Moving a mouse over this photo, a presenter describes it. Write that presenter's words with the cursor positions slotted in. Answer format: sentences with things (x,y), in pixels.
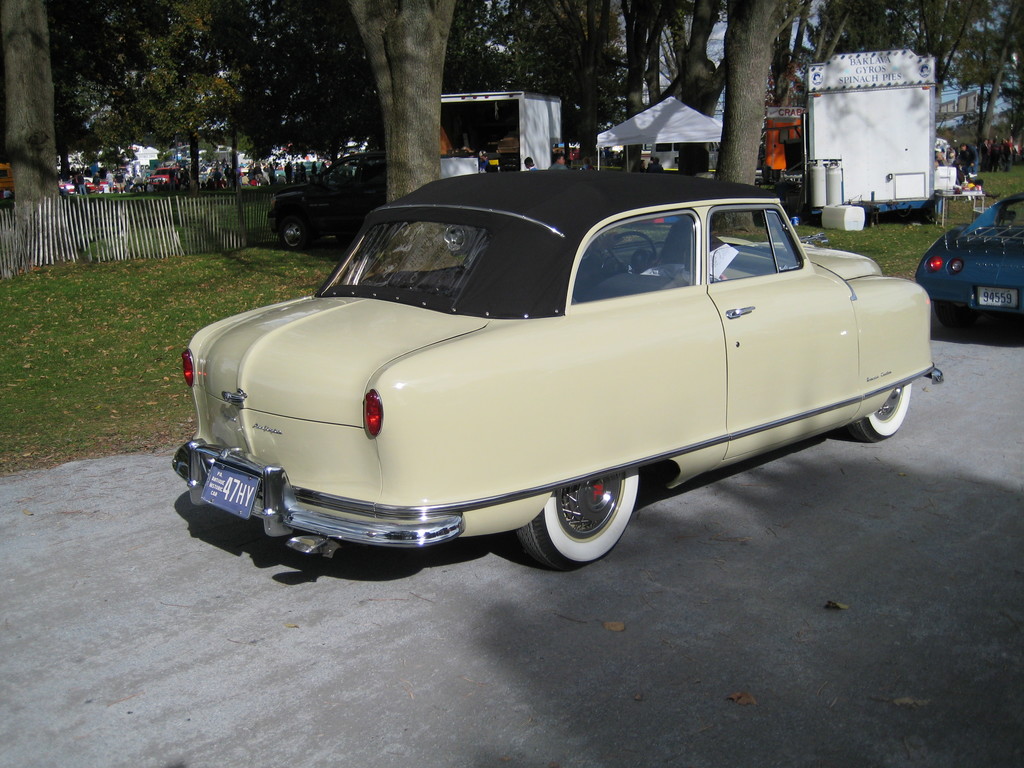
This picture shows few cars (748,363) parked and we see trees (595,132) and trucks (868,130) and we see a tent (671,130) and a table (939,217) and we see grass (156,269) on the ground (865,237) and a wooden fence (219,246). We see few people (188,179) standing.
